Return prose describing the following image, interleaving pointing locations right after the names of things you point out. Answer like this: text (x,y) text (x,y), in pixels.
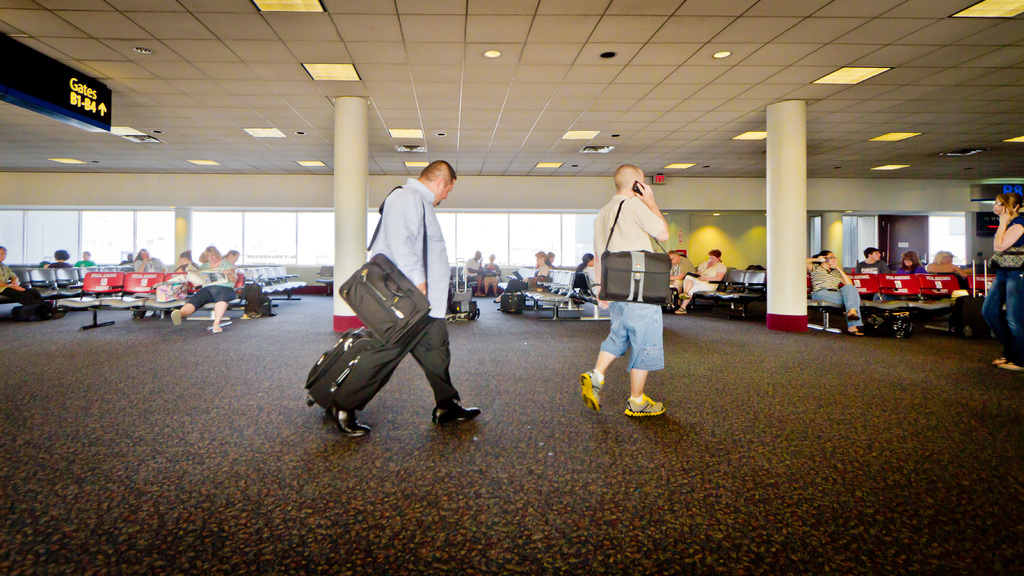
In the picture we can see an airport waiting hall (456,366) with some people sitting on the chairs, and some people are walking and holding bags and in the background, we can see glass walls (503,247) and some pillars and some people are talking on the mobile phones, and to the ceiling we can see the lights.
